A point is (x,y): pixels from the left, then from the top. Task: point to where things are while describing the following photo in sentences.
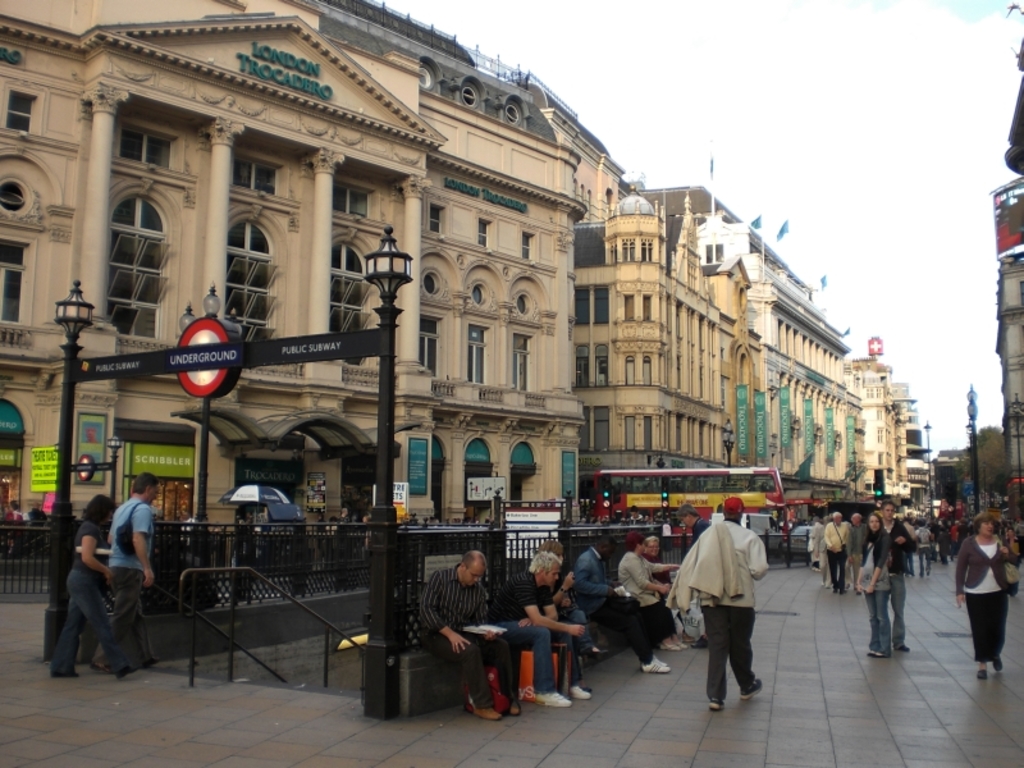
In this image I can see group of people (878,603) some are standing and some are sitting. The person (753,547) in front (733,557) wearing white shirt (737,544), gray pant (736,630). Background (330,390) I can see few light poles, buildings (442,372) in cream and white color and sky (817,98) in white color.
